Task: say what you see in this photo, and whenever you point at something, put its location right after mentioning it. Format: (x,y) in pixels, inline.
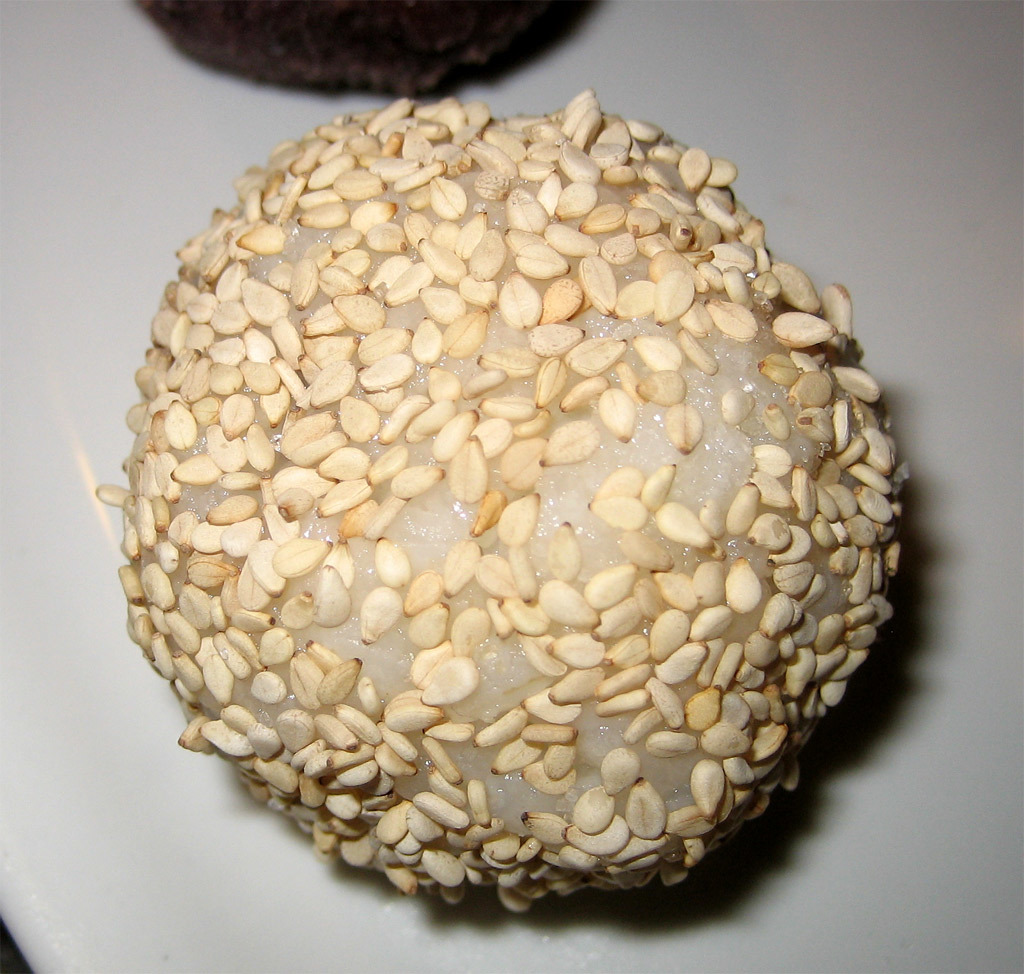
In this image I can see the food item (301,395) and the black color object (370,1). These are on the white color surface (726,905).
